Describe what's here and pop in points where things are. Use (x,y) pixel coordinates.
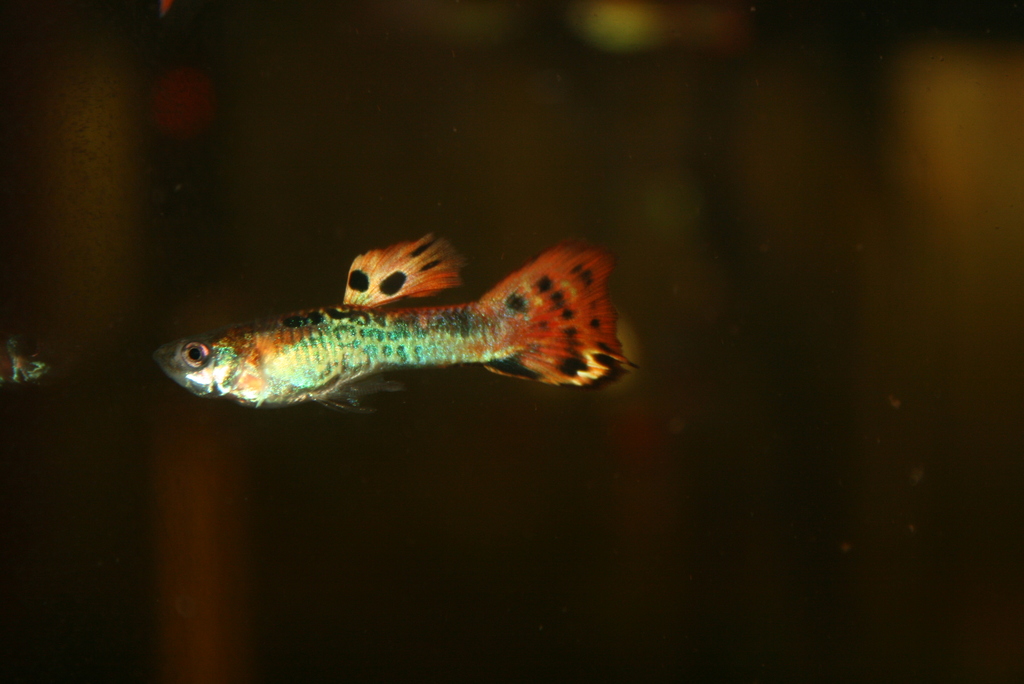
In this picture there is a fish (584,319) on the left side of the image (329,336), which is orange and green in color.
